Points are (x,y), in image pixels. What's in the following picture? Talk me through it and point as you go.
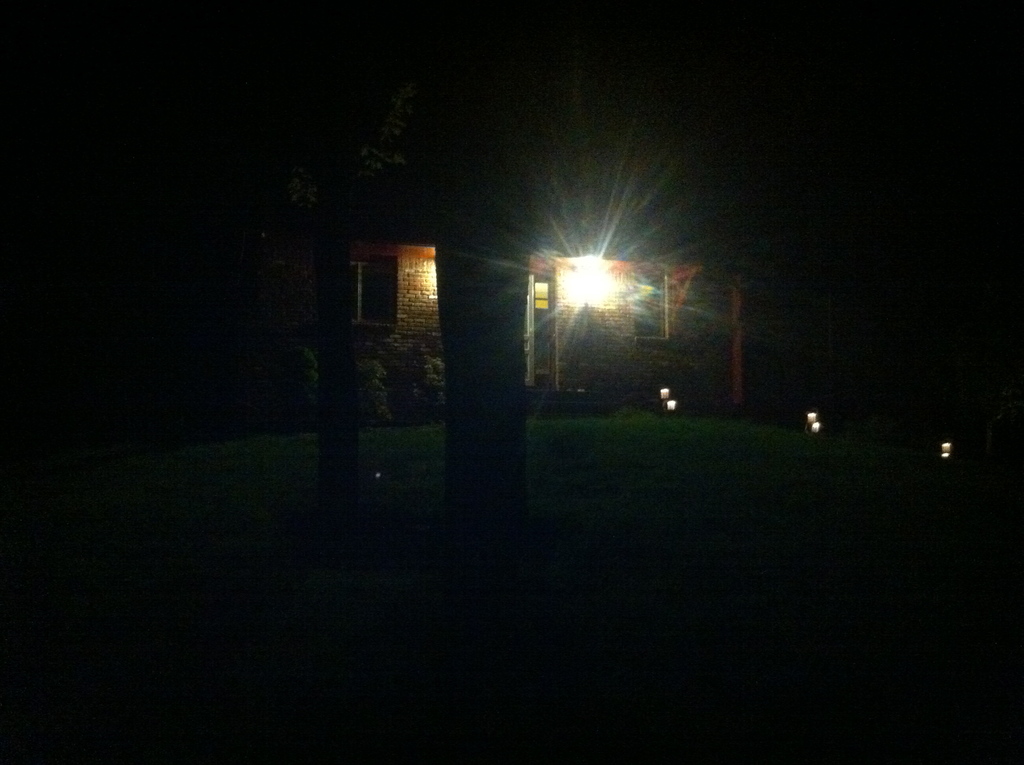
In this image I can see yellow colour building (409,255), a light (593,296), few plants (387,415), grass (600,420) and I can see this image is in dark.
